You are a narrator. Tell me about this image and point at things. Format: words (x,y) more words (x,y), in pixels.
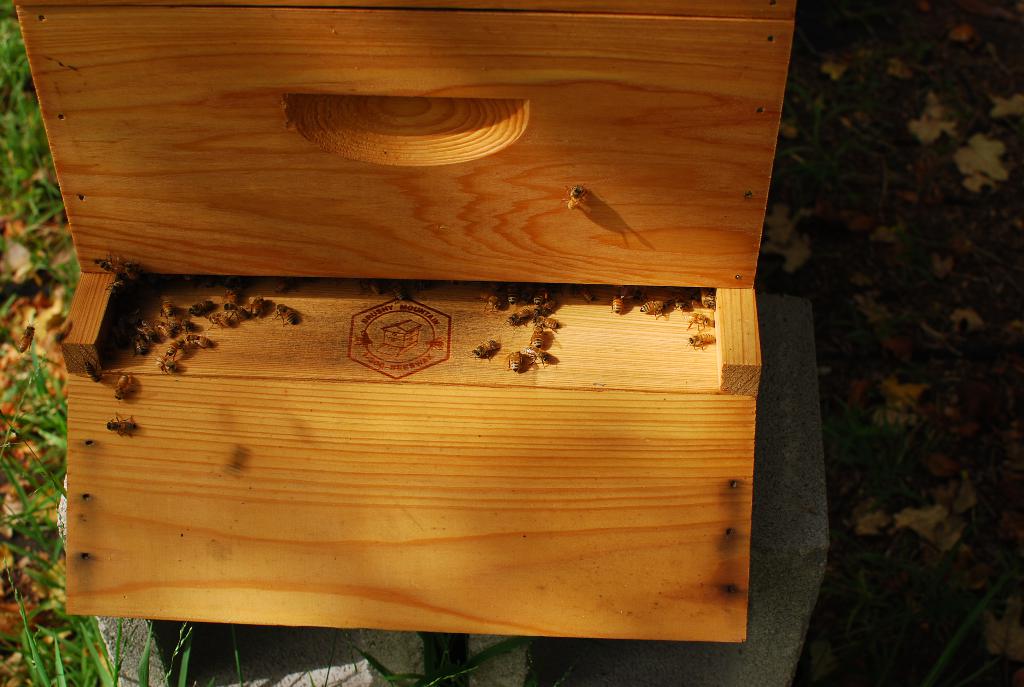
In the center of the image (441,390) there is a wooden box (223,387). There are honey bees (173,345). At the bottom of the image (73,643) there is grass (97,653).
